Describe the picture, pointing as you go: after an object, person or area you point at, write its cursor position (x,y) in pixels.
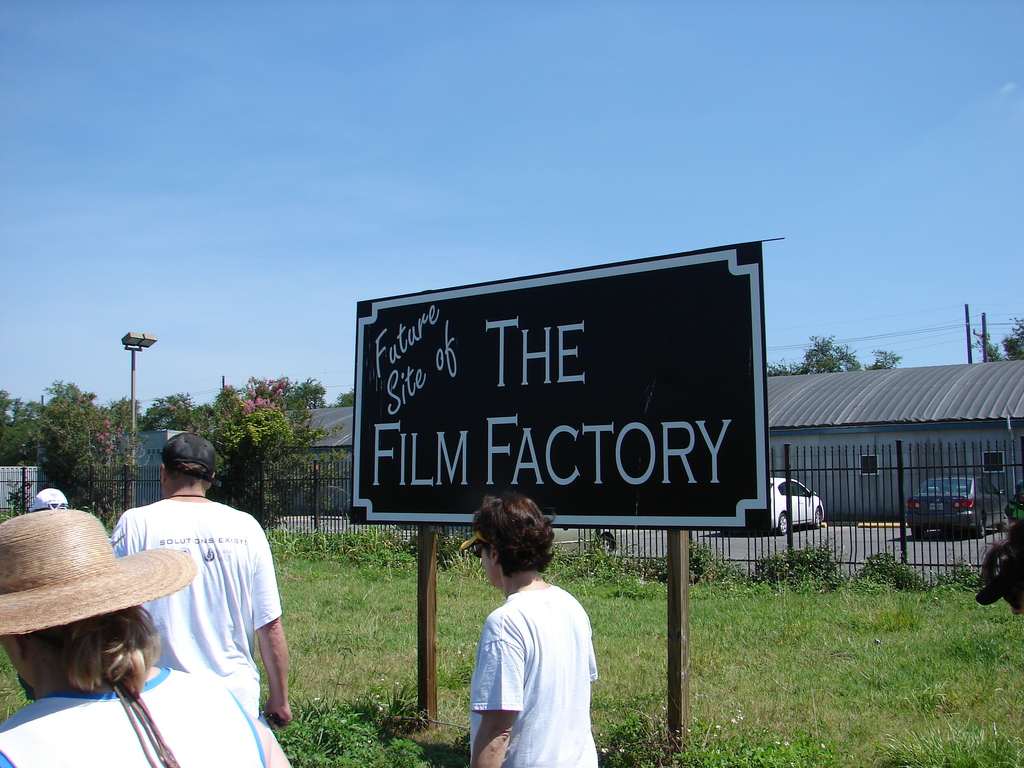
In this image, we can see people (67,569) and there are wearing caps (177,580). In the background (815,504), there are vehicles (929,521) on the road (963,540) and we can see railings (903,524), sheds (860,460), trees (291,428), poles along with wires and there is a board (627,460) with some text (560,355). At the top (486,104), there is sky (731,144) and at the bottom (799,672), there are plants (799,672) on the ground (818,720).
